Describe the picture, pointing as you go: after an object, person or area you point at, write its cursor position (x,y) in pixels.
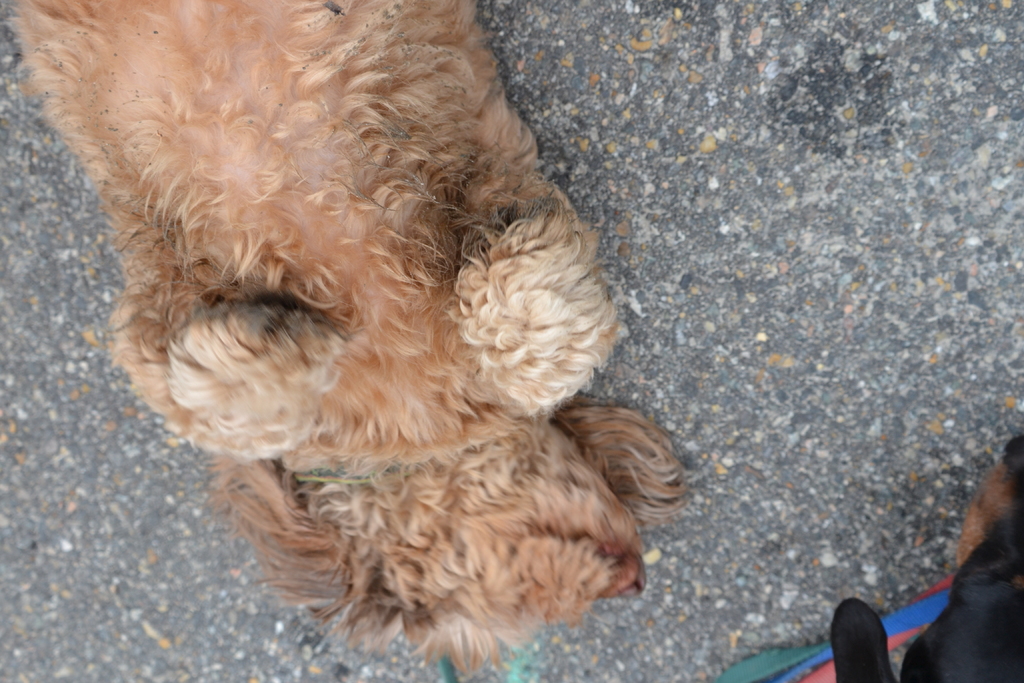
In this image we can see a dog (316,400) which is brown in color is resting on ground (748,446) and in the bottom right of the image (958,606) we can see another dog (969,607).
